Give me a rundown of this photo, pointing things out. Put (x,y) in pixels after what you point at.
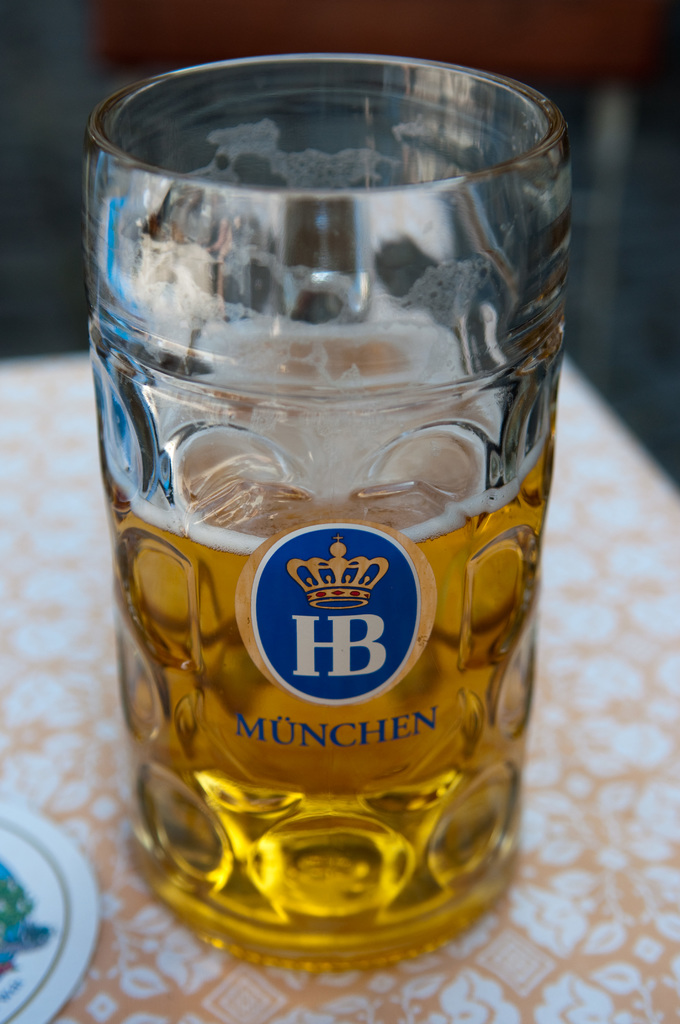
In this image there is a glass (272,360) of beer (327,604) on a table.
